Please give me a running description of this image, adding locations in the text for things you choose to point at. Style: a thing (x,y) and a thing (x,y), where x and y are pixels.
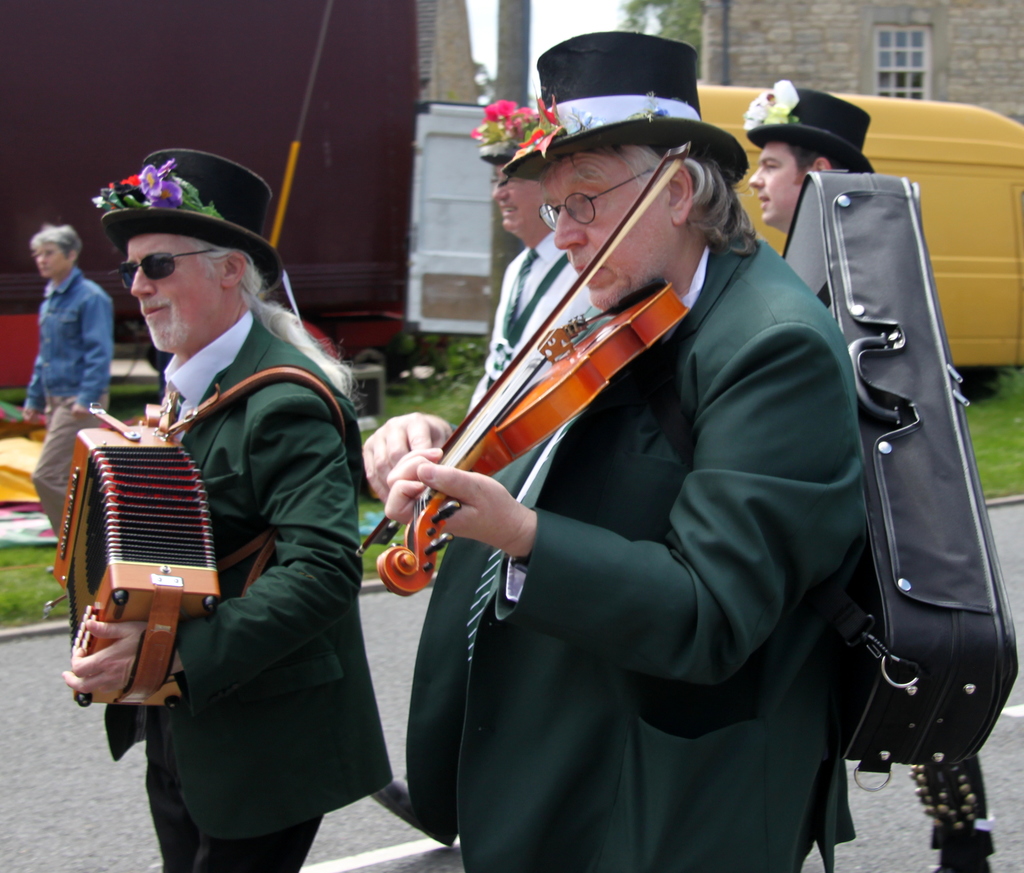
In this picture I can see few people (631,558) are walking on the road (370,812). The person (424,754) who is standing at the right side of the image (705,136) is playing the violin (564,360). All are wearing black color caps (266,184) on their heads (263,195). In the background (832,27) there is a building (890,27) and also I can see a vehicle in red color. On the left side of the image (76,340) there is a person (70,330) wearing blue color jacket (89,336) and walking.
